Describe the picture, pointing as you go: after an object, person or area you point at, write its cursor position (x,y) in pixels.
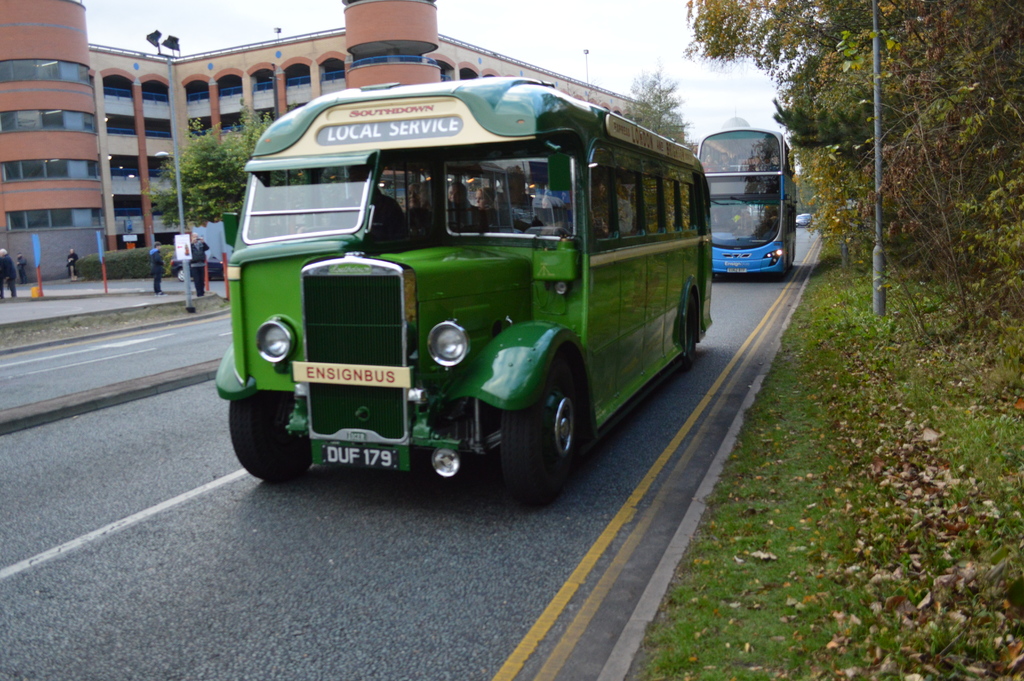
In this picture I can see couple of buses (629,190) on the road (203,643) and few people (154,272) are standing. I can see pole lights (164,34) and buildings (447,50) in the back (608,104) and I can see trees (1014,259), plants (968,244) and a cloudy sky (551,12).
